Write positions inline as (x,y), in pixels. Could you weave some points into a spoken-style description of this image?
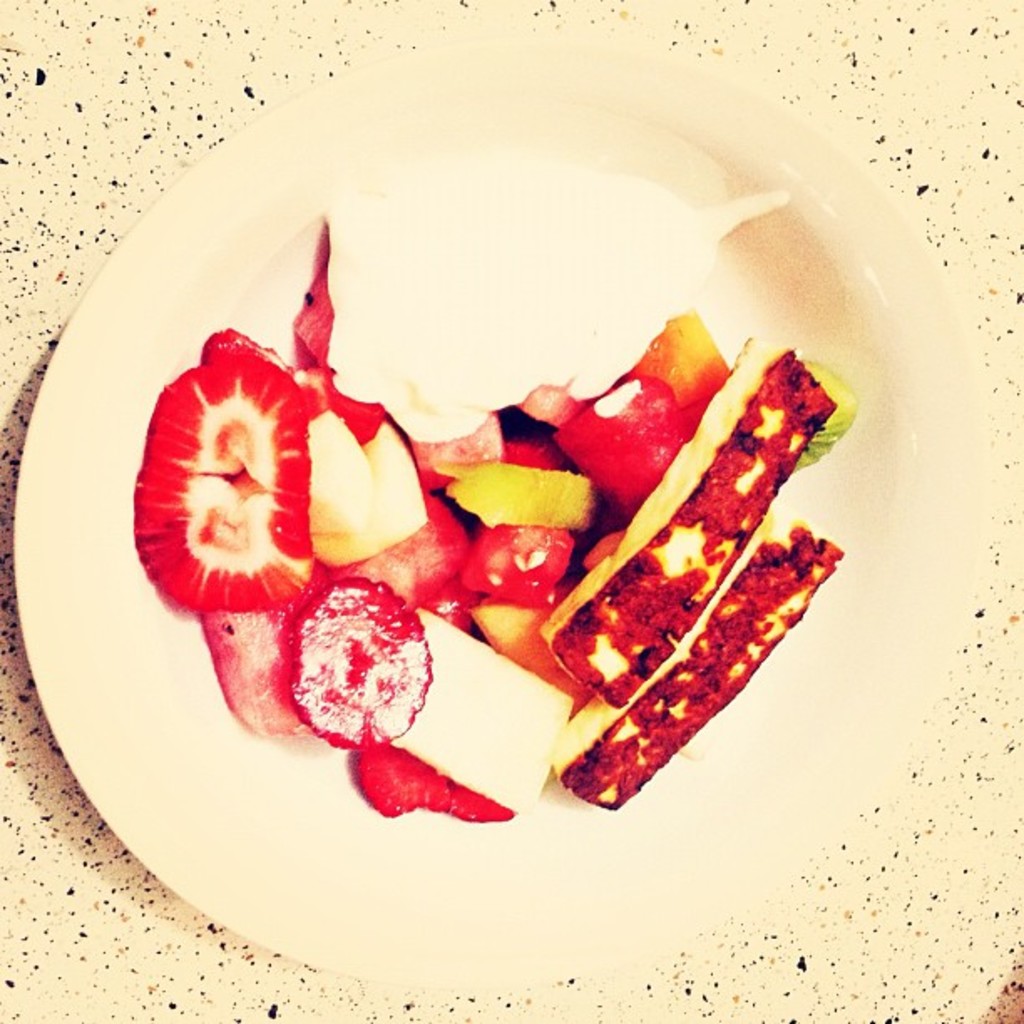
We can see plate (800,254) with food (199,556) on the surface (106,955).
